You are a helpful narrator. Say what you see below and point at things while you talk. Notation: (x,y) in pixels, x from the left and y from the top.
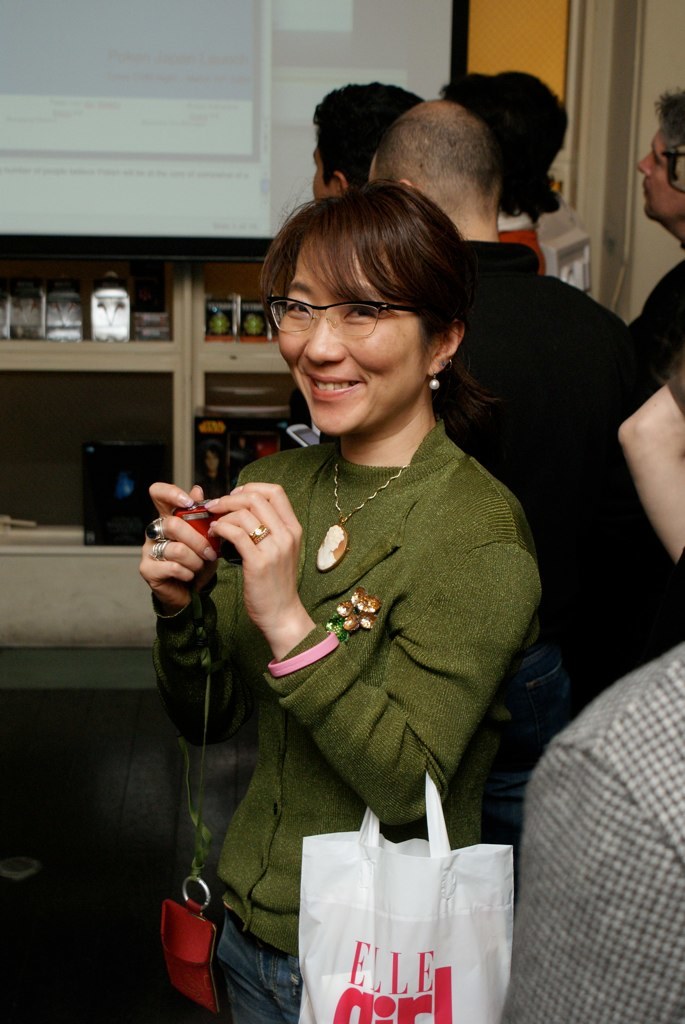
There are group of people (400,378) standing in this image. The women (438,613) in the front (436,636) wearing a green colour dress (431,655) is standing and having smile (335,379) on her face (350,342) holding a white colour packet (419,911). In the background (457,138) there are four person (520,184) standing and watching on the screen (178,160).
